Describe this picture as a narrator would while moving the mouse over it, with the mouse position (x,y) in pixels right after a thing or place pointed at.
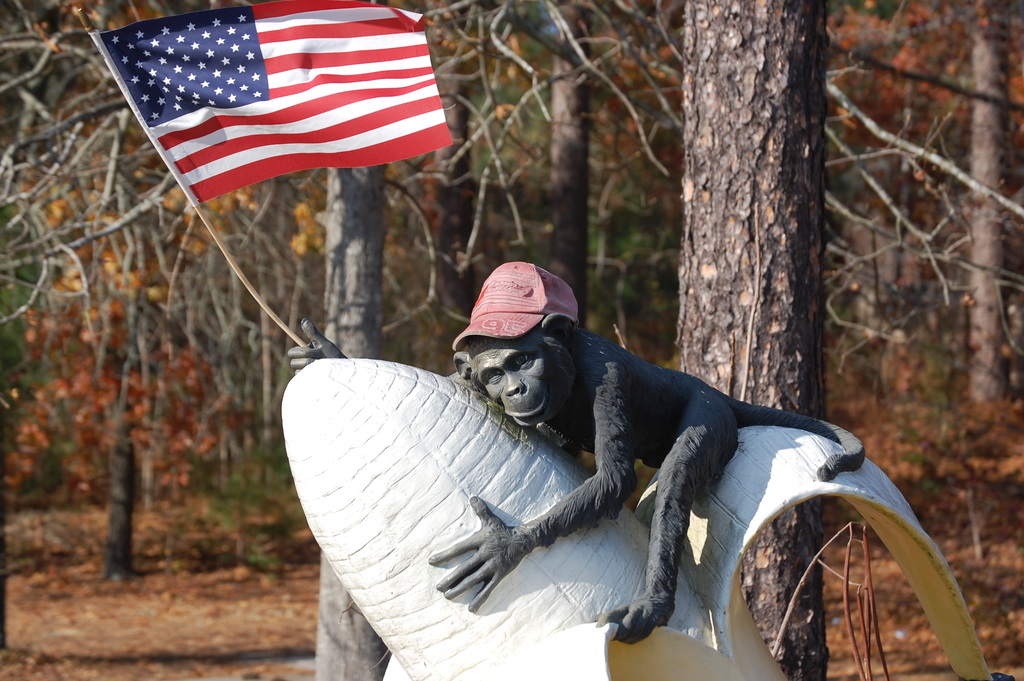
In the foreground of this image (310,140), there is a sculpture (473,437) on which a sculpture (586,420) of a monkey (591,413) holding flag (218,102) and wearing a cap (527,307). In the background (618,168), there are trees (418,202).
